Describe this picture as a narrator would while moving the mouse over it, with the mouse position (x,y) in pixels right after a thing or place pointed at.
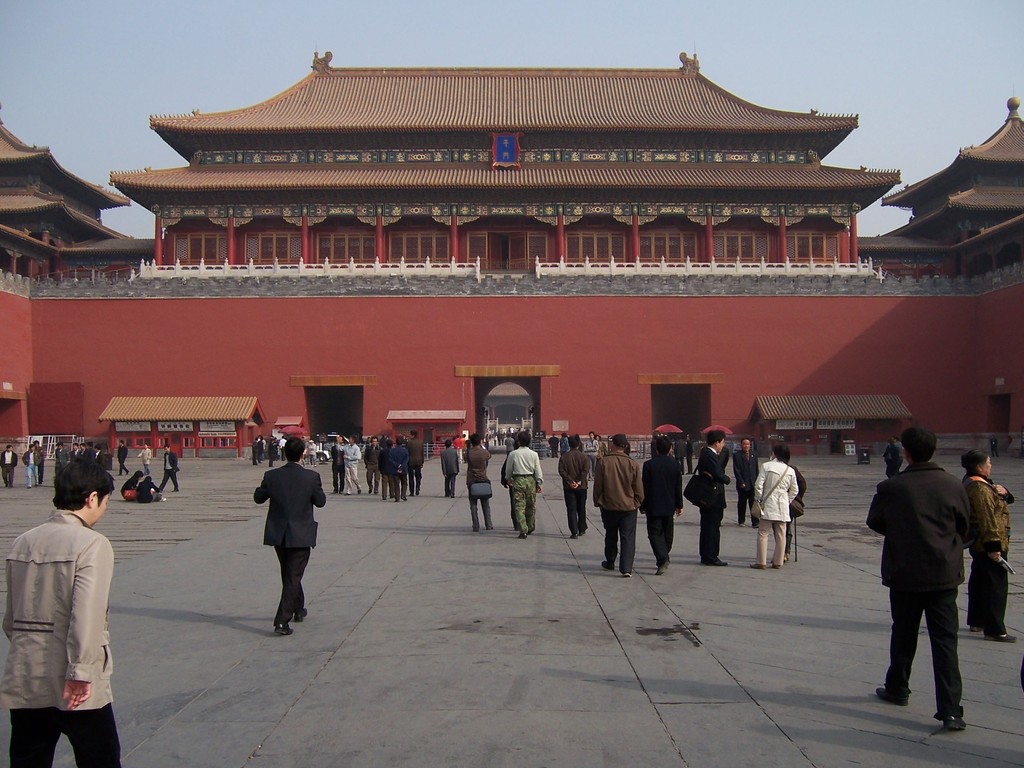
In this image, we can see a crowd (421,464). There is a building (639,410) in the middle of the image (525,304). There is a sky (252,38) at the top of the image (490,45).
